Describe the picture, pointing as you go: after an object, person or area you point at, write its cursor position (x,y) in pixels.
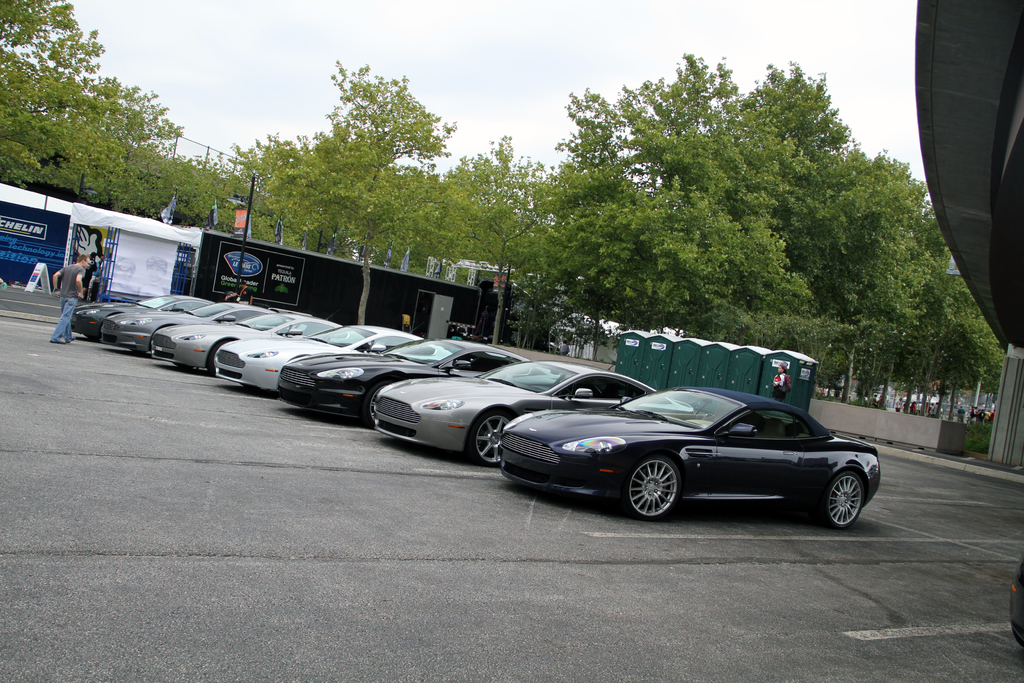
In this image I can see the ground (252,555), number of cars (589,464) which are black, ash and grey in color on the ground (9,291). I can see a person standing on the ground (22,297), few poles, a building (982,202), few trees (521,323), few green colored small shed (693,369), few boards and in the background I can see number of persons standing and the sky (455,100).
